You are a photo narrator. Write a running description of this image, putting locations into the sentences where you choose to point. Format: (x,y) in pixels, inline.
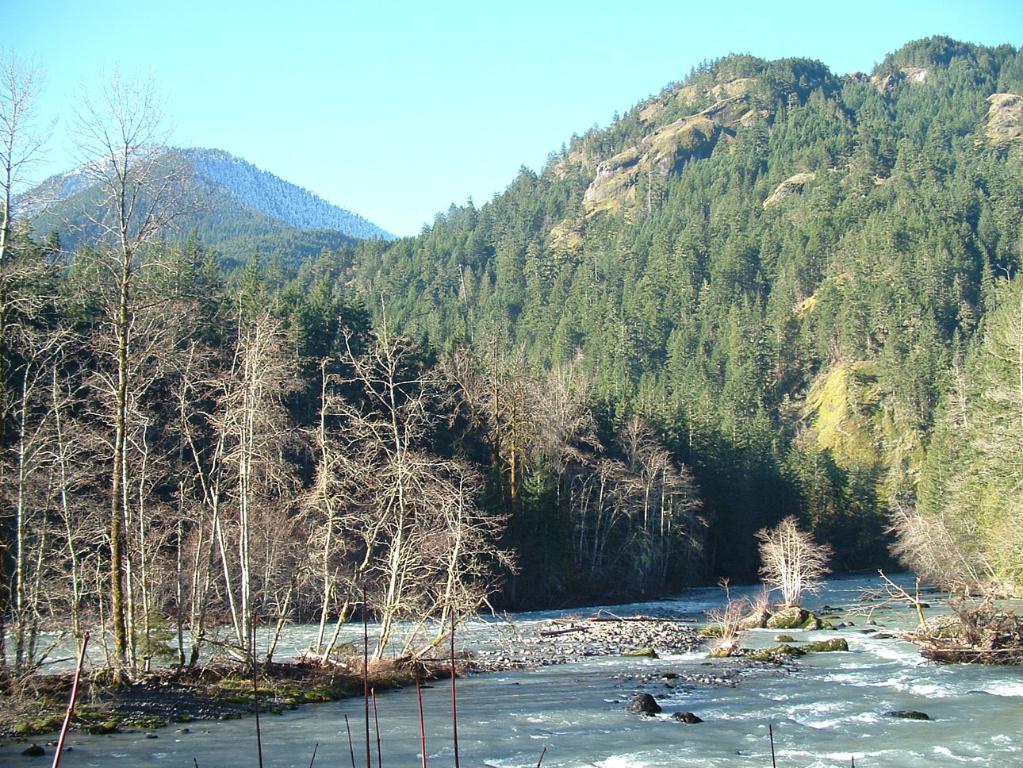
In the image, there is a beautiful flowing river (633,755), in between the river (656,664) there are small stones (677,631) and rocks (660,630). Around the river (643,608) there is a thicket (985,365) and in the background (150,188) there is a mountain (249,223).
